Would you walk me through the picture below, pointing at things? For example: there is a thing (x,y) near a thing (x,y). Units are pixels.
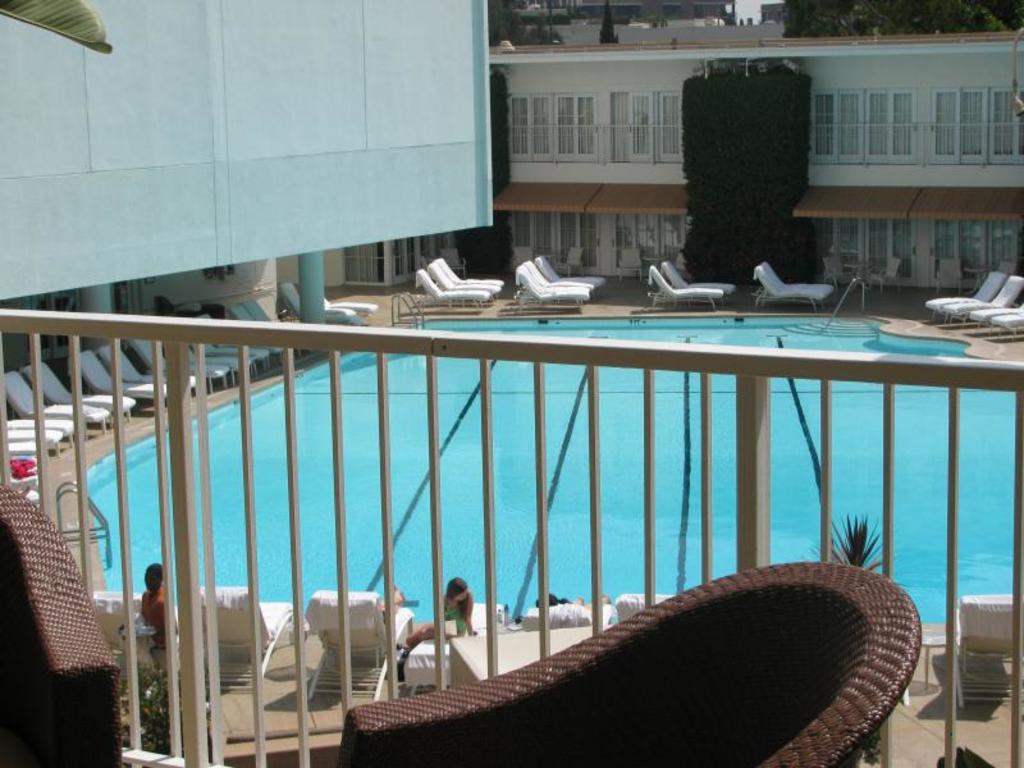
In this image, I can see a swimming pool (218,409), lounge chairs (556,287) and few people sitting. At the bottom of the image (97,687), I can see two chairs (568,670) and the iron grilles (117,341). There are buildings (306,181) and trees (952,17).
